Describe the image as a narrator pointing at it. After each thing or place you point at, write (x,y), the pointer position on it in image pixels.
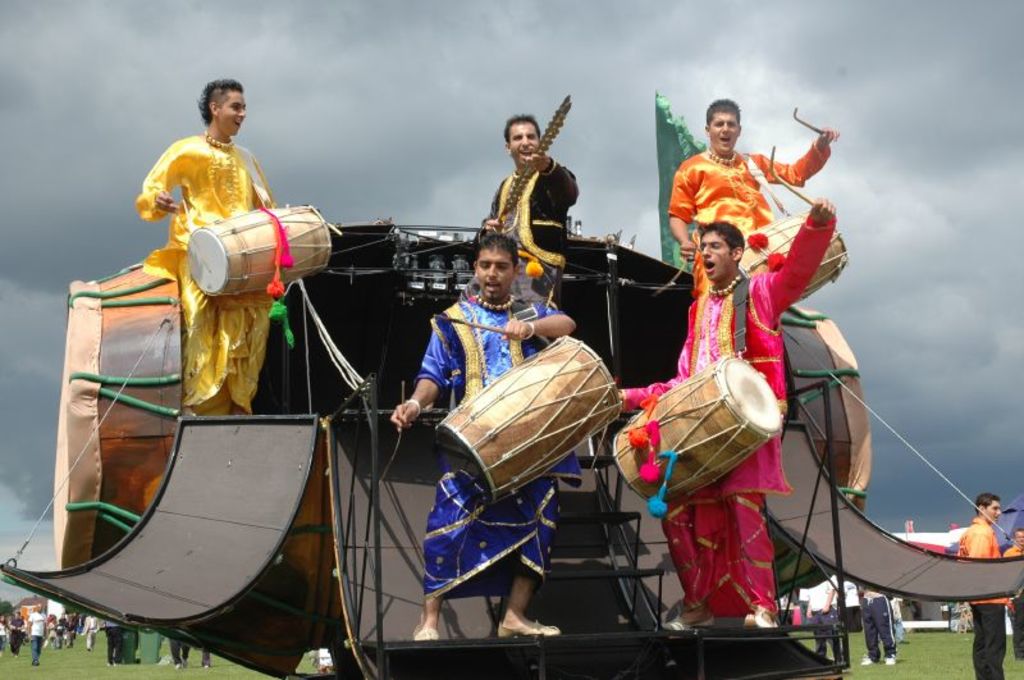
In this image I see 5 men (520,347) who are holding musical instruments (781,243) in their hands (694,259) and I see that all of them are wearing different color of dresses (707,326) and in the background (1009,487) I see number of people (829,623) and I see the green grass (907,647) and I see the sky (914,172) which is cloudy.
